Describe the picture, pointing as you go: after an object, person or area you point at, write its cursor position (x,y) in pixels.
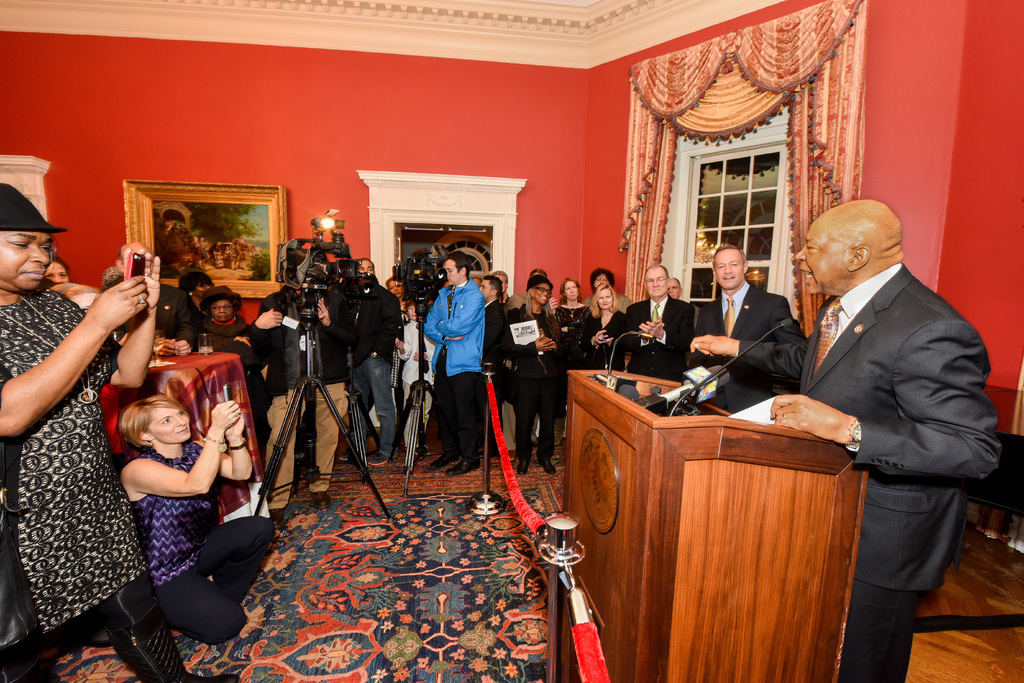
In this picture there are people (218,342) those who are standing in the center of the image (548,365) and there is a man (857,367) who is standing on the right side of the image (846,357) and there is a mic (650,336) and a desk (695,463) in front of him and there is a window (733,147) on the right side of the image (717,214), there is a portrait (199,241) on the left side of the image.
